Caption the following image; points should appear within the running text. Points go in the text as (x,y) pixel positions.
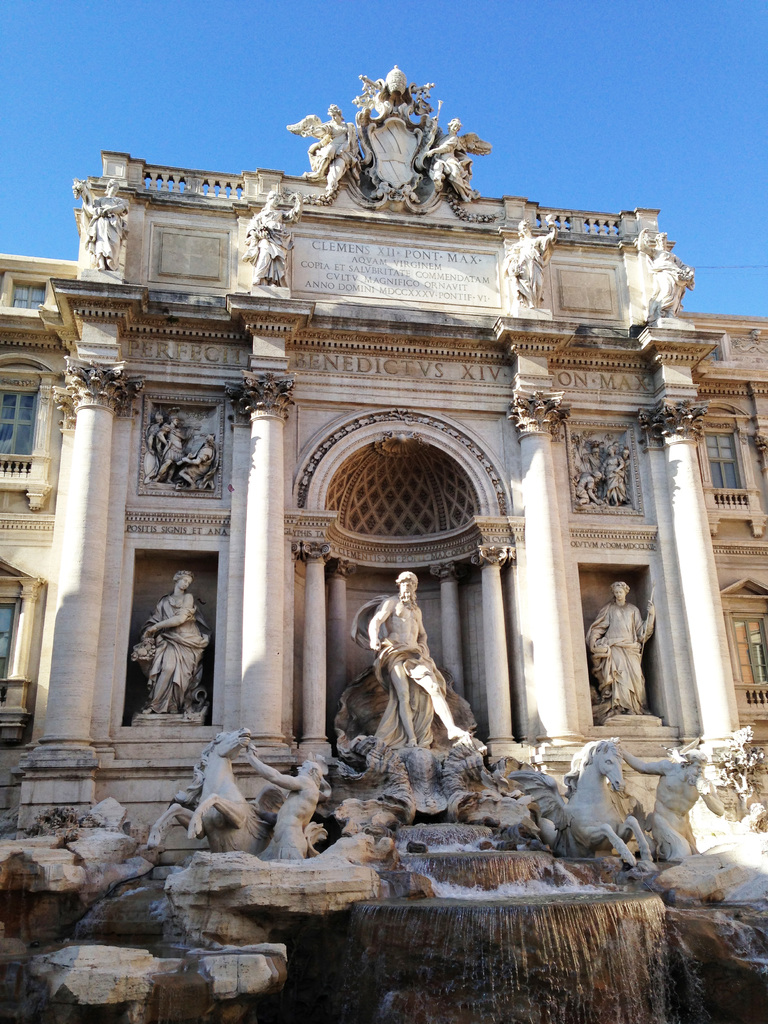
In this image there is a building (494,281), on that building (478,677) there are sculptures (688,777), in the background (70,254) there is the sky (200,0).
